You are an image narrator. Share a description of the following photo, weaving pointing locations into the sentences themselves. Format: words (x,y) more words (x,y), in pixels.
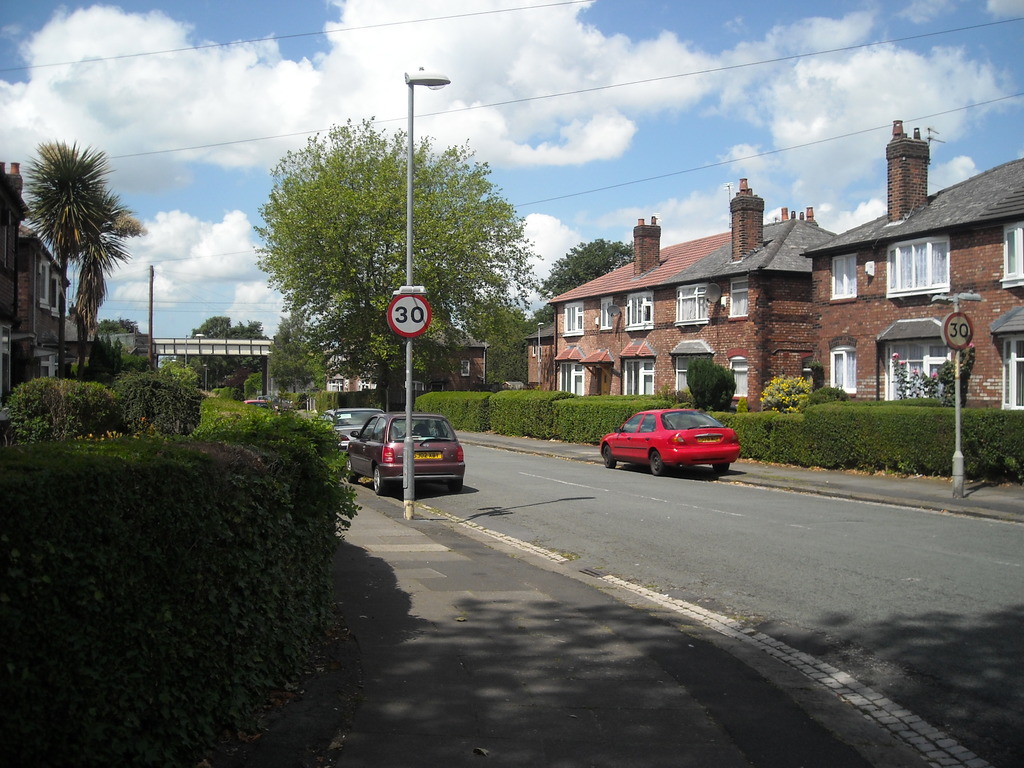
In this image we can see buildings (21,280), trees (63,232), plants (839,400), poles (410,502) with lights (435,77) and boards (944,324), there are wires (437,115) and the sky (666,61) with clouds (339,102) in the background (599,151).
